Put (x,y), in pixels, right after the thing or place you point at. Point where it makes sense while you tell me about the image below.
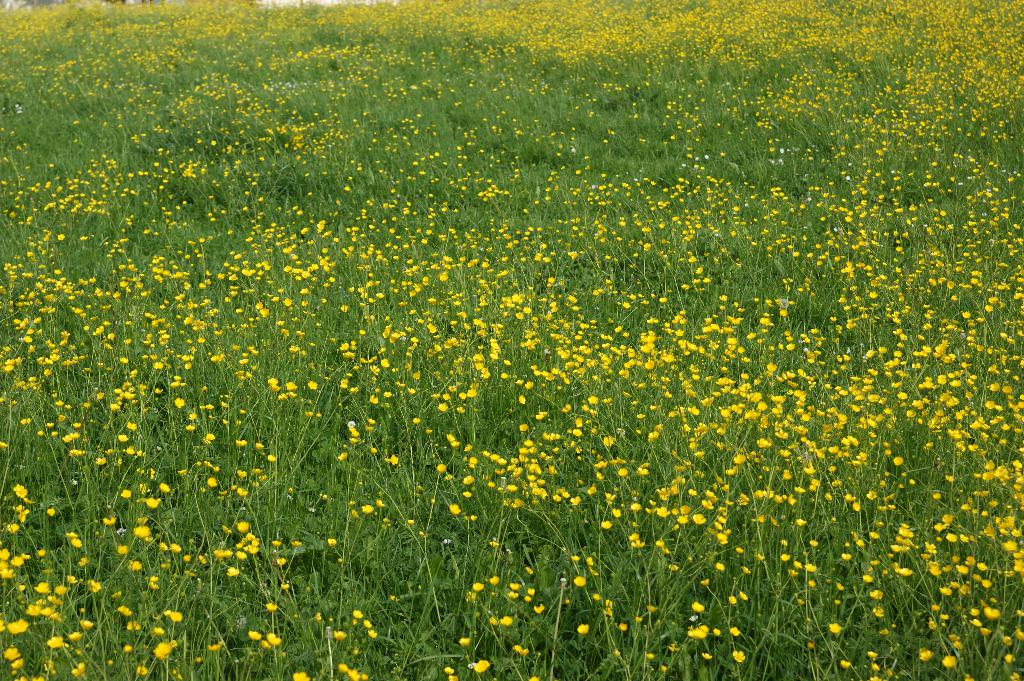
In this image we can see a group of plants (535,388) with flowers (630,361).
